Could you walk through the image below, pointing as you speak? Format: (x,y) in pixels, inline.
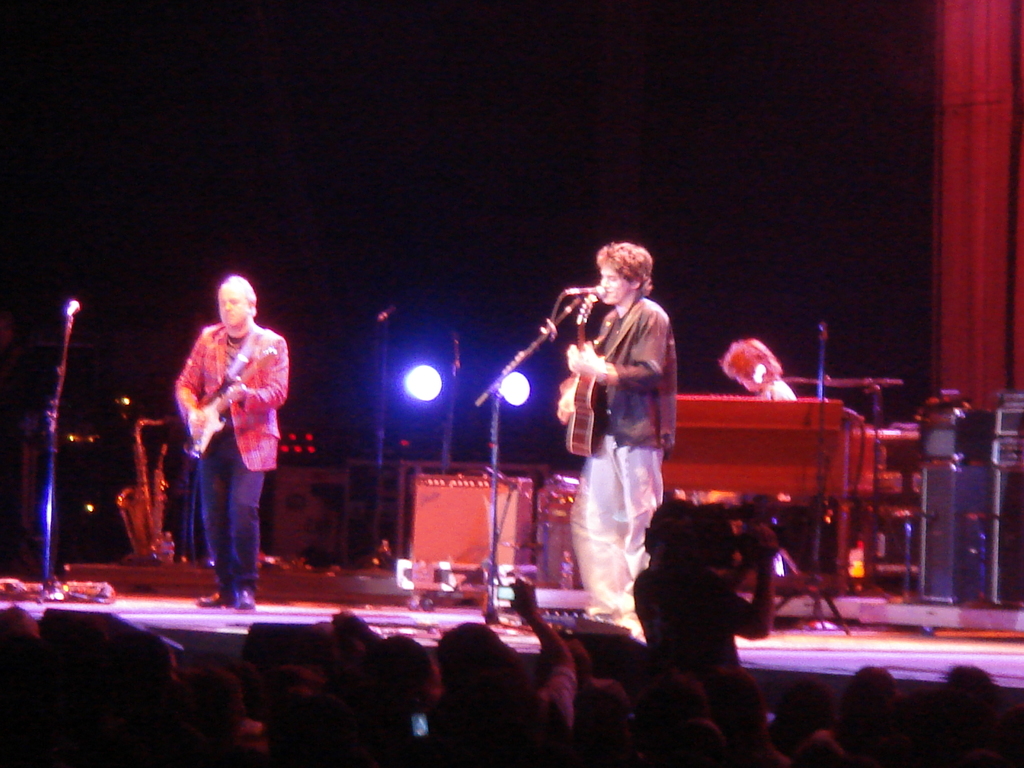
On this stage (431,636) persons (610,529) are playing musical instruments (197,439). Far there is a focusing light (440,388). These are audience (618,706).
